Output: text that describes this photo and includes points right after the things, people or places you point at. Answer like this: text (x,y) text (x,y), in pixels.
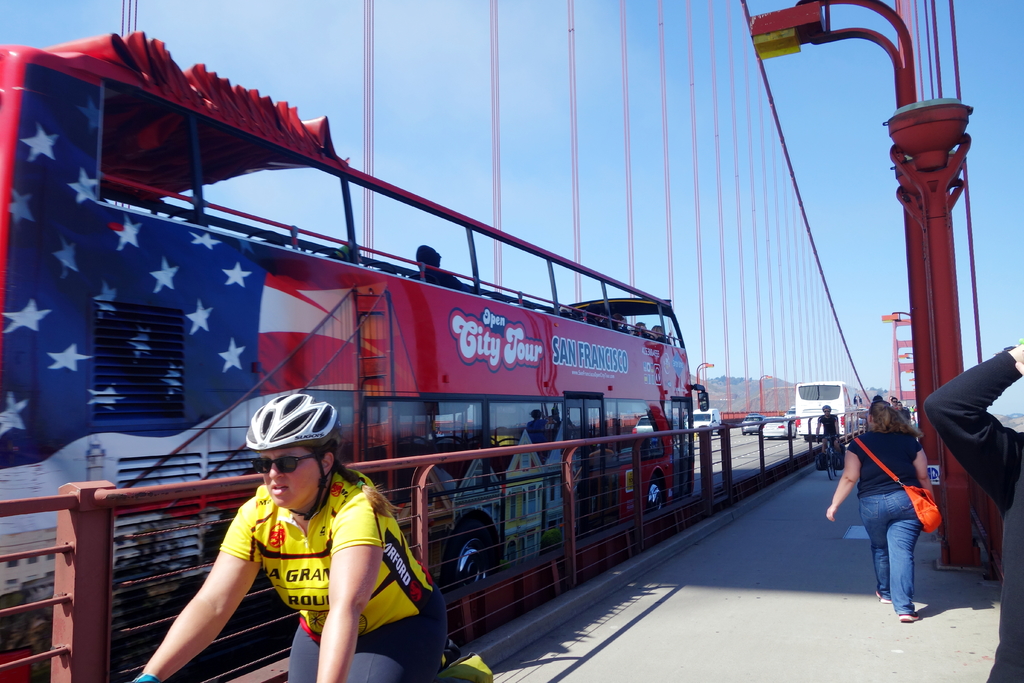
Here In this picture we can see people (341,599) riding bicycleS (825,455) here and there and there are people (894,447) walking through the sidewalk (921,669) and there is a light post (764,19) present at the right side (920,301) and in the left side (23,136) we can see a bus (46,267) on the road (741,461) and there are other vehicles (846,395) on the road (770,446).
